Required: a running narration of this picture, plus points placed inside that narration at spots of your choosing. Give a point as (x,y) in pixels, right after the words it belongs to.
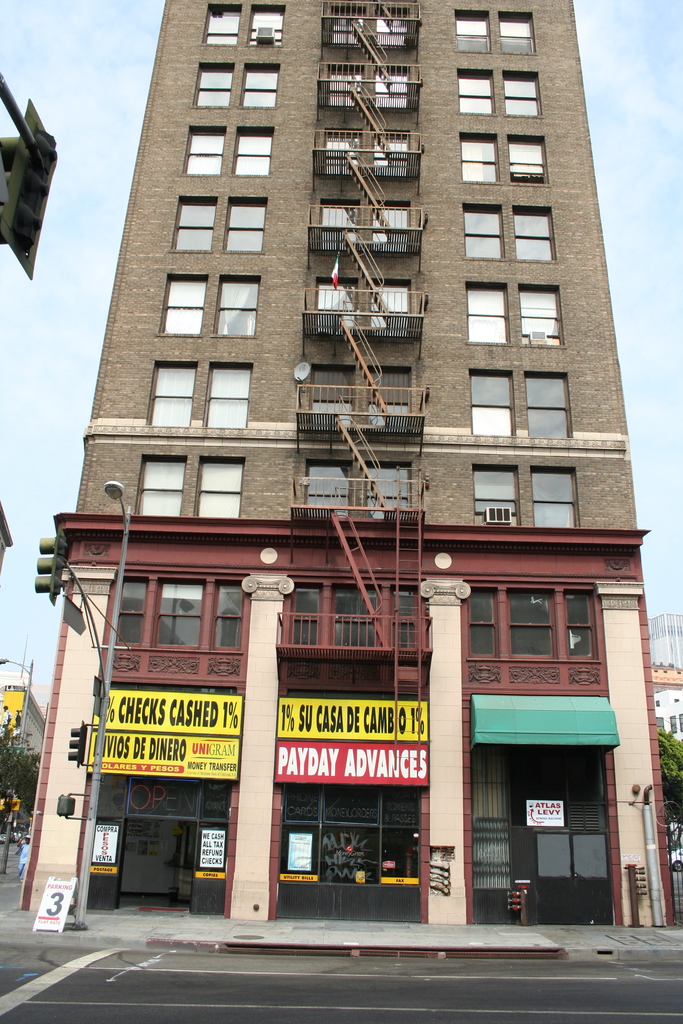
In this image we can see a building (399,425) with glass windows (486,502), railing (419,417), name boards (315,727) and other objects (348,550). On the left side of the image (38,204) there is an object (11,143). In the background of the image (27,745) there are buildings (678,664), trees (12,743), sky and other objects (678,821). In front of the building (506,679) there is a street light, board (44,914), walkway (2,911) and other objects (522,896). At the bottom of the image (417,988) there is the floor (608,991).
